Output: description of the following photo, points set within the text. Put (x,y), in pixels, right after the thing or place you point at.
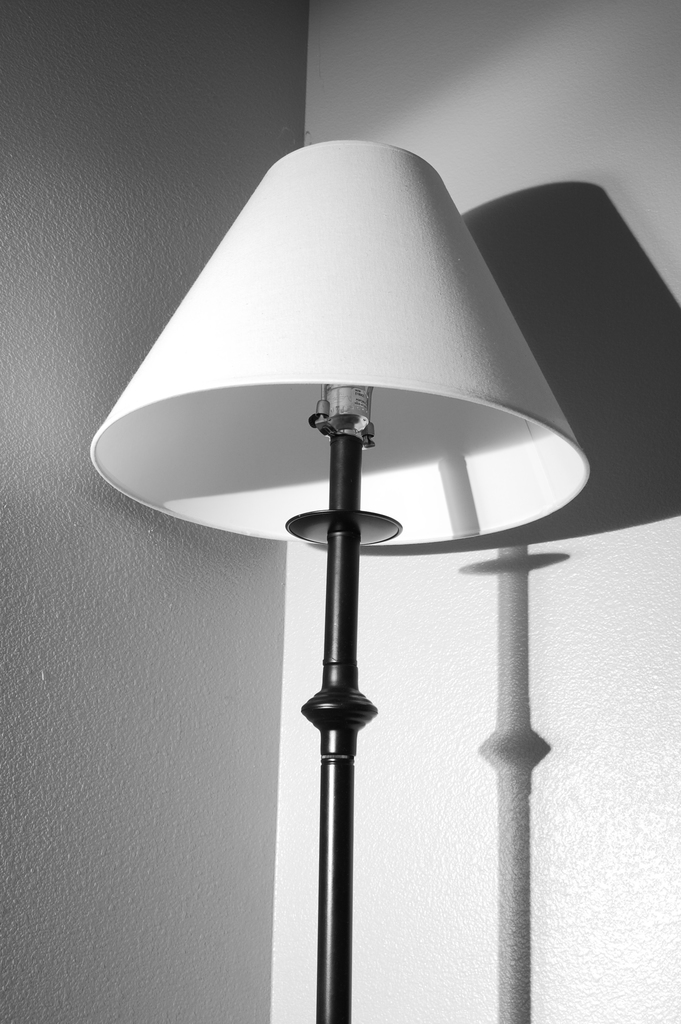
Here we can see a black and white picture. There is a lamp (539,475). In the background (315,573) we can see shadow (535,336) of a lamp (425,230) on the wall (564,125).
